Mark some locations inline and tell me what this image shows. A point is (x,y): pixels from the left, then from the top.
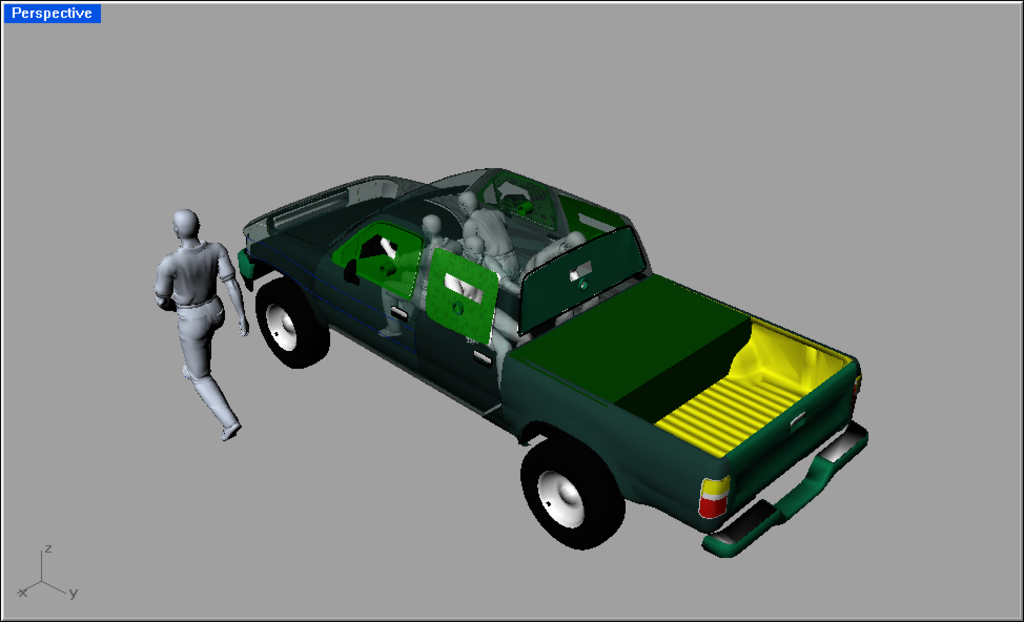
In this image we can see depiction of a car (353,283) and people (198,337).
